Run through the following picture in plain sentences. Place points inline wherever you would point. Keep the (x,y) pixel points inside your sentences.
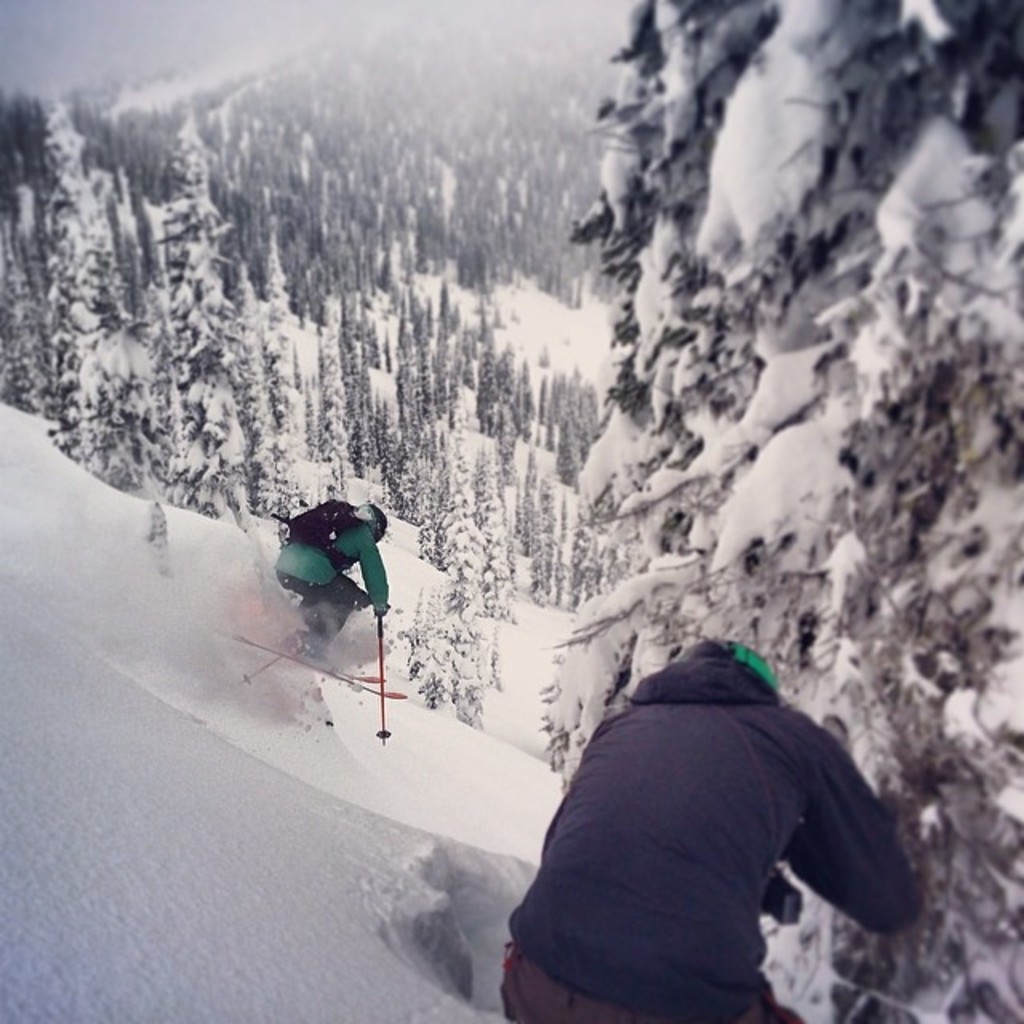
In this image there are two persons (560,842) and one is skiing on snow (189,732), in the background (468,386) there are trees (797,469) that are covered with snow (809,428).
